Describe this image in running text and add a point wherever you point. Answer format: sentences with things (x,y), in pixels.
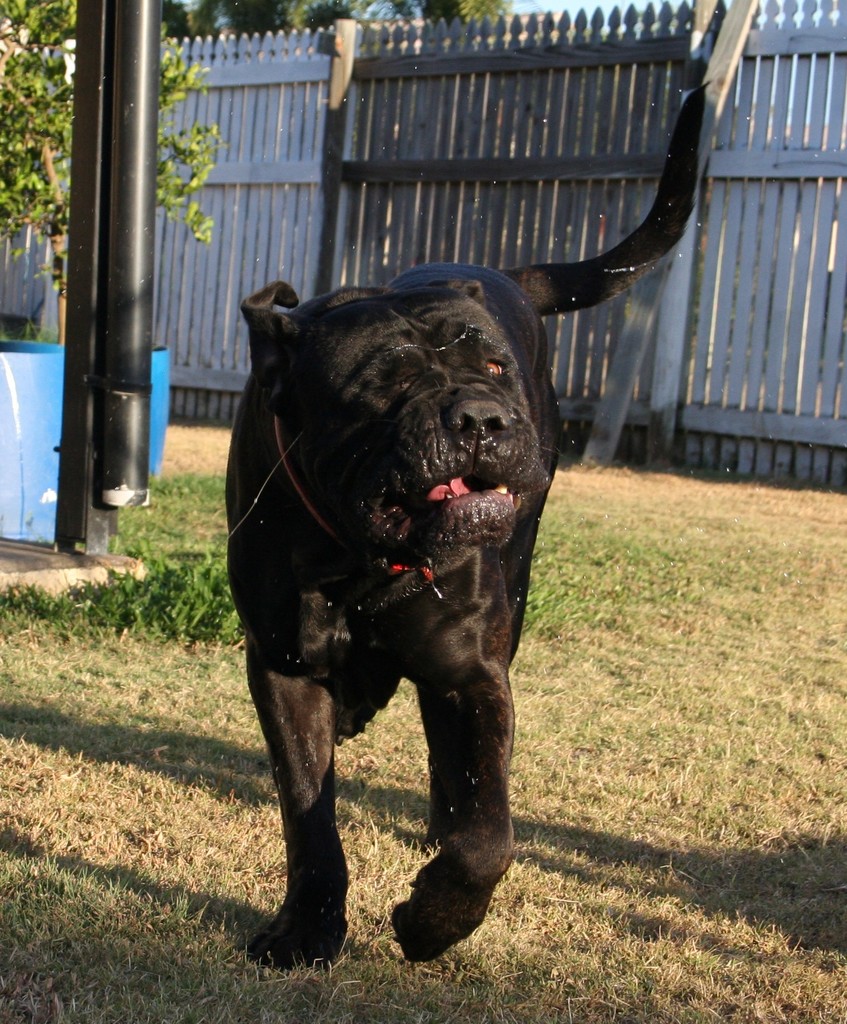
In the image we can see there is a dog (353,616) standing on the ground (590,768), the ground (704,707) is covered with grass (61,714). Behind there is a plant (66,14) kept in a pot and there is a wooden fencing (748,125).
